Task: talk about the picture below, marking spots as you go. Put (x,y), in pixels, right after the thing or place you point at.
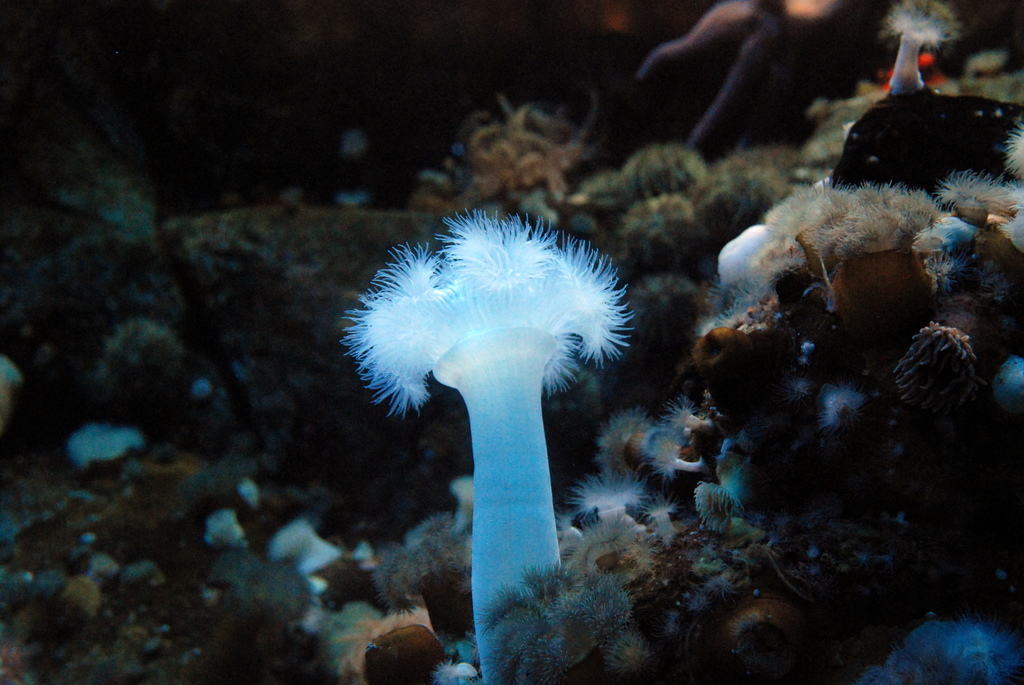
In this image I can see few aquatic plants (700,459), background (30,506) I can see few stones (10,324).
